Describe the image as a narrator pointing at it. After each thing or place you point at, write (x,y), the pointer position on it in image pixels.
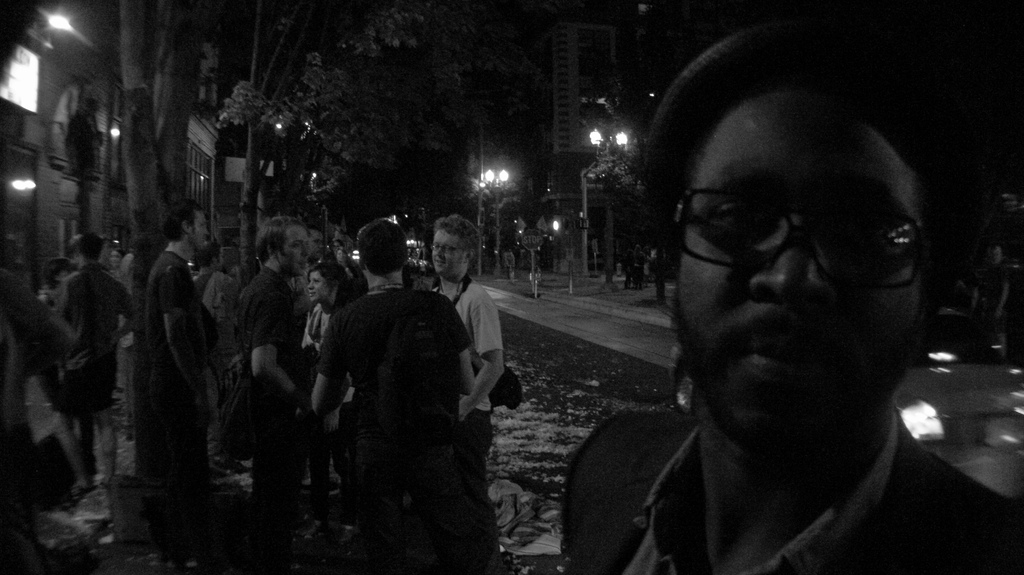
In this picture there are people (360,392) and we can see a vehicle (1008,404) on the road (634,326), buildings (558,242), board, poles (479,230), lights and trees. In the background of the image (469,112) it is dark.
